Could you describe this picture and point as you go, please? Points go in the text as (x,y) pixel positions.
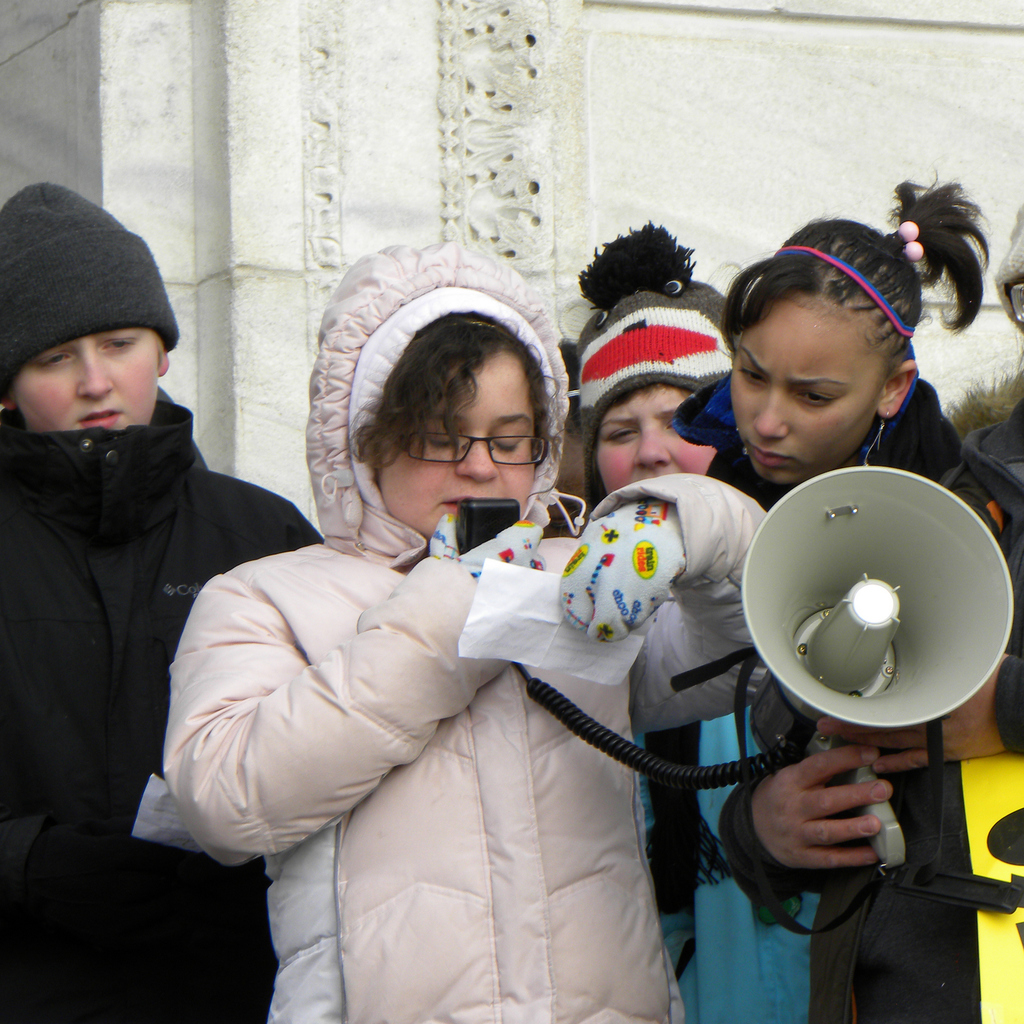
In the foreground of the picture (507,382) there are people (126,390) standing wearing jackets (148,513). On the right (890,595) there is a person (815,827) holding megaphone (846,638). In the background (739,120) it is wall (248,133). In the center of the picture (452,562) there is a girl (535,541) holding paper (550,617) and mic (487,531).
